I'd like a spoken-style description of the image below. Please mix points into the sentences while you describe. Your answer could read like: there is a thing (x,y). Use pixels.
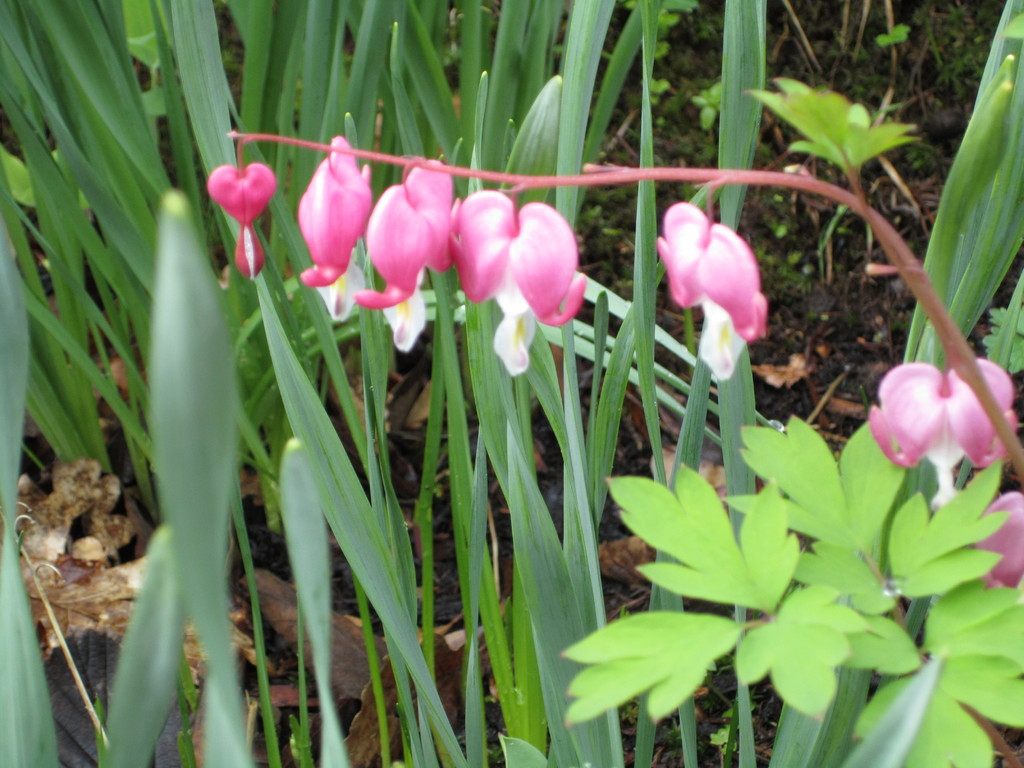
Here we can see flowers (571,246), plant (896,536) and grass (77,70).
